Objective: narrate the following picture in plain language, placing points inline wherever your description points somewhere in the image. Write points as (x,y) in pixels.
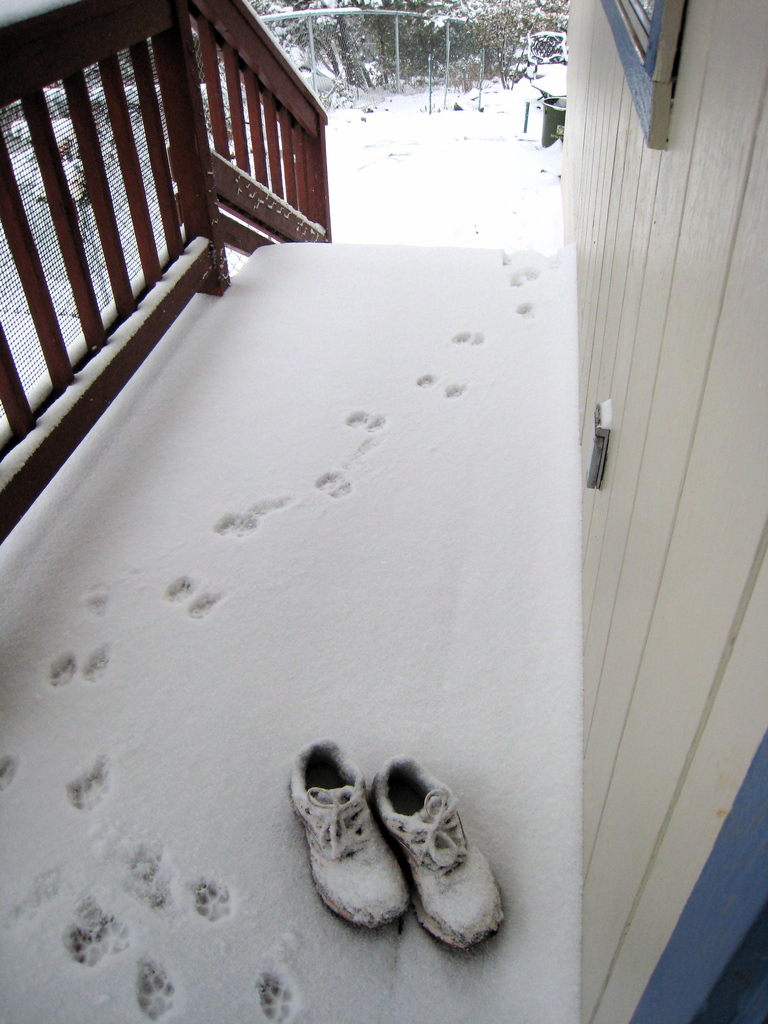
In this image, we can see the snow (390,545) and footwear (433,836). On the right side of the image (665,572), we can see the wall (656,312). Left side (201,169) top corner, there is a railing (45,230). Top of the image (555,128), we can see few trees (416,67), poles (398,69), objects (544,108) and snow (437,155).
